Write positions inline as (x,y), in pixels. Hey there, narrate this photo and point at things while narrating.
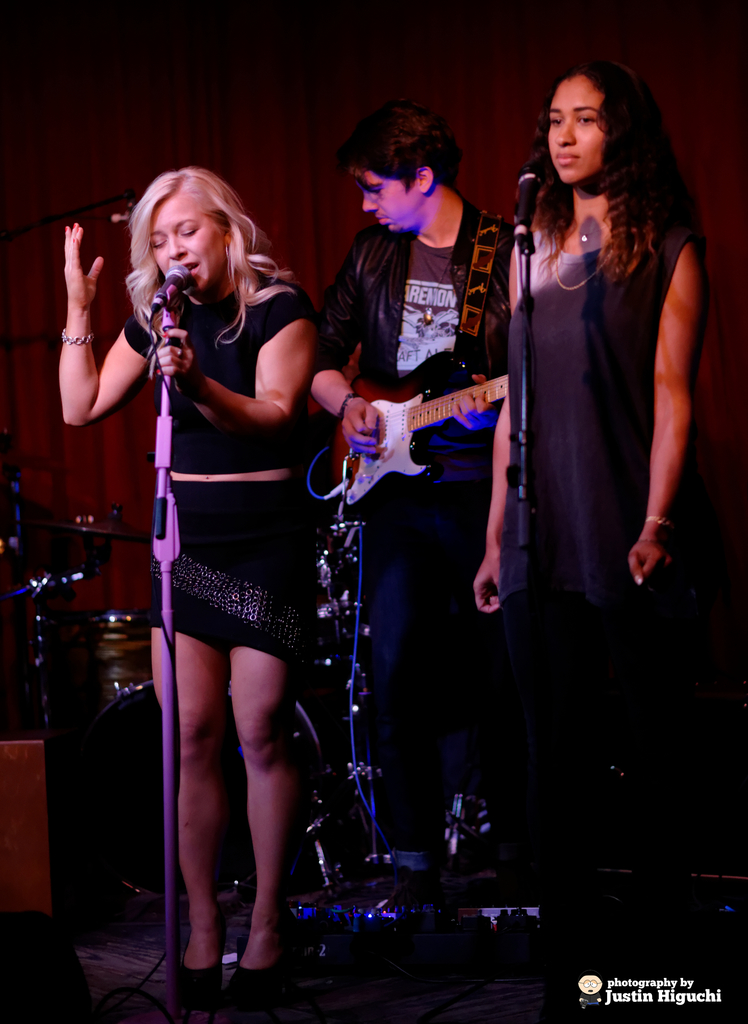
This image is taken indoors. In the background (194,130) there is a wall (456,91). At the bottom of the image (360,990) there is a floor (84,953). On the left side of the image (79,628) there are a few musical instruments (83,645). In the middle of the image (288,351) a man (401,326) and a woman (272,364) are standing on the dais (494,898). A woman (221,404) is singing and there's a mic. A man (371,359) is playing music with a guitar (409,429) and there is another mic (529,181).
